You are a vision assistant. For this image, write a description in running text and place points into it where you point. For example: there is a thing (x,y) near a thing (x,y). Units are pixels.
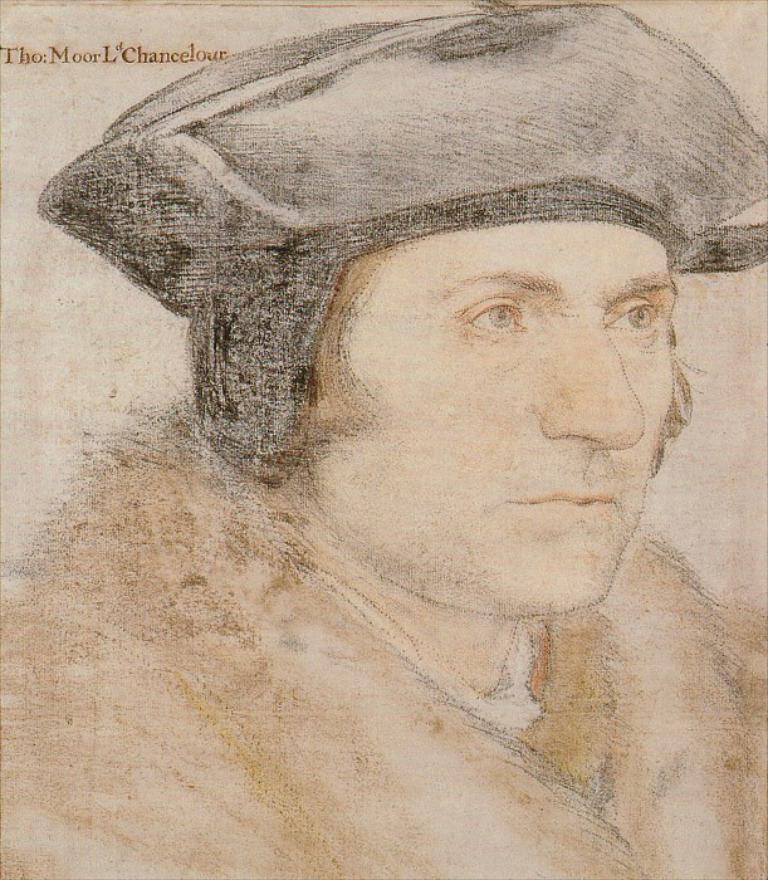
In the image there is a sketch (297,288) of a man (371,324).
